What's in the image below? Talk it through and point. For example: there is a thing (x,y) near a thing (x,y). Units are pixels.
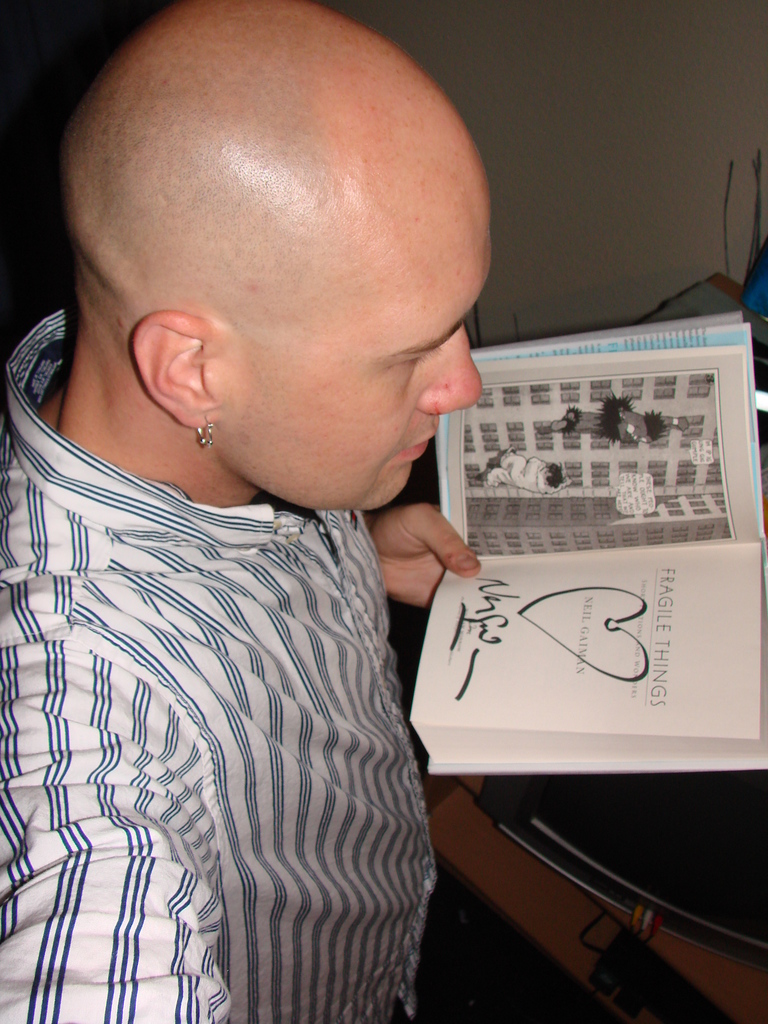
In this image there is a person (244,518) standing and holding a book (574,594) in his hand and on the right side (574,947) there is a table (584,910) and on the table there is an object (663,860) which is black in colour.
